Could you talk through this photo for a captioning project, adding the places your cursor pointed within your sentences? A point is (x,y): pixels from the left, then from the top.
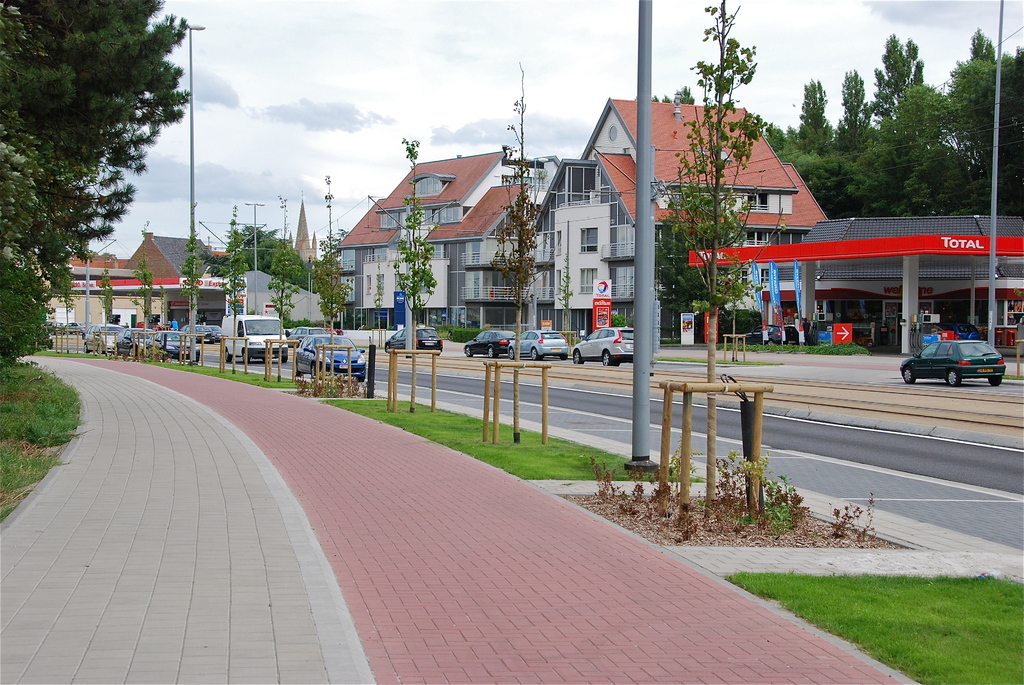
In the foreground of this image (444,556), there is pavement (416,506) and on the left (60,189), there are trees (67,234). On the right (937,368), there is a vehicle (1004,360) moving on the road (988,385), a pole (993,270), shelter (840,280), few flag like objects (798,278) and the trees (894,193). In the middle (455,241), there are buildings (458,280), vehicles (255,328) moving on the road (382,378), trees (280,334), few banners (607,300) and the wooden poles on the grass land (488,440). At the top (377,81), there is the sky (342,111) and the cloud (315,116).
